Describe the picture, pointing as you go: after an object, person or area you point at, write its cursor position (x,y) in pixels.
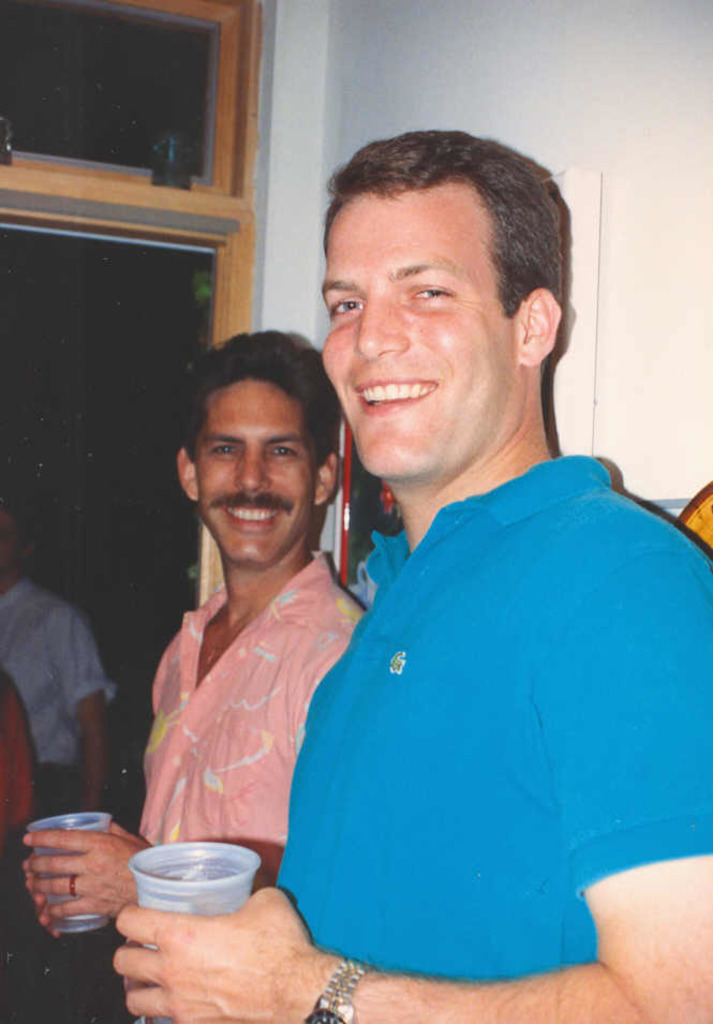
There are two men (361,723) standing and smiling. They are holding the glasses (179,902) in their hands (193,931). This looks like an entrance (179,198). Here is a wall (625,194). On the left side of the image (54,662), I can see another person (63,687) standing.
